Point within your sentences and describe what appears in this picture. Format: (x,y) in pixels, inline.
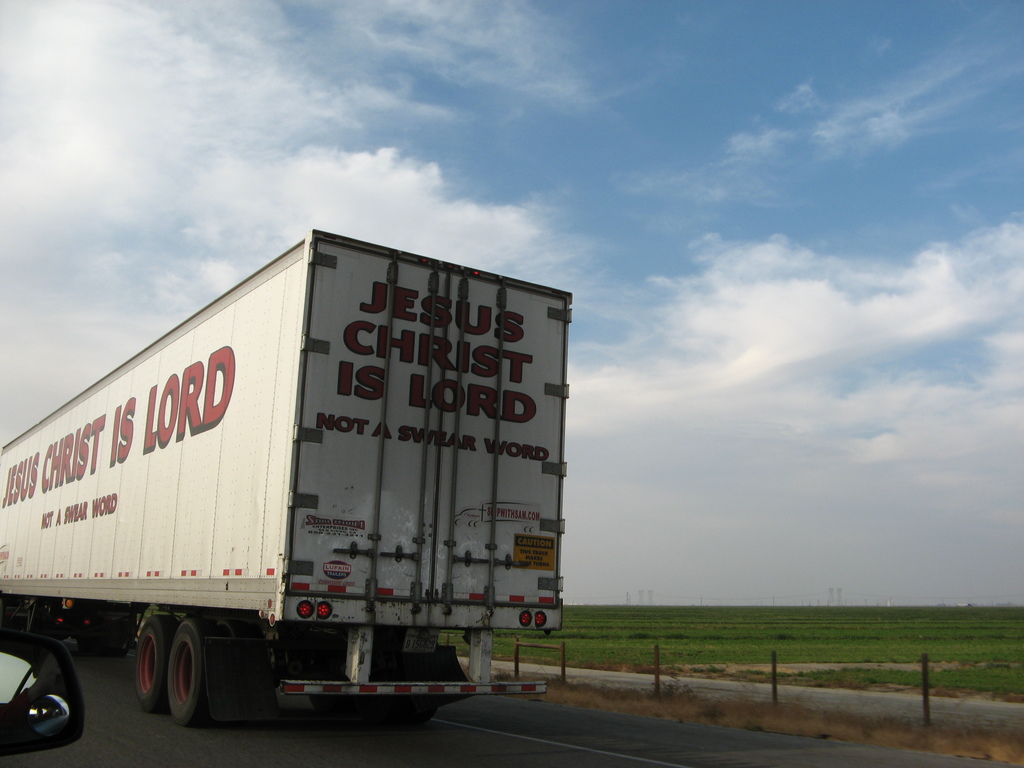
In this image we can see a truck (297,363) on the road (327,736). There is a mirror (34,691) in the left bottom of the image (58,674). We can see grassy land (992,663) and fence (563,664) in the right bottom of the image (940,678). The sky (760,125) is in blue color with some clouds (24,25).
